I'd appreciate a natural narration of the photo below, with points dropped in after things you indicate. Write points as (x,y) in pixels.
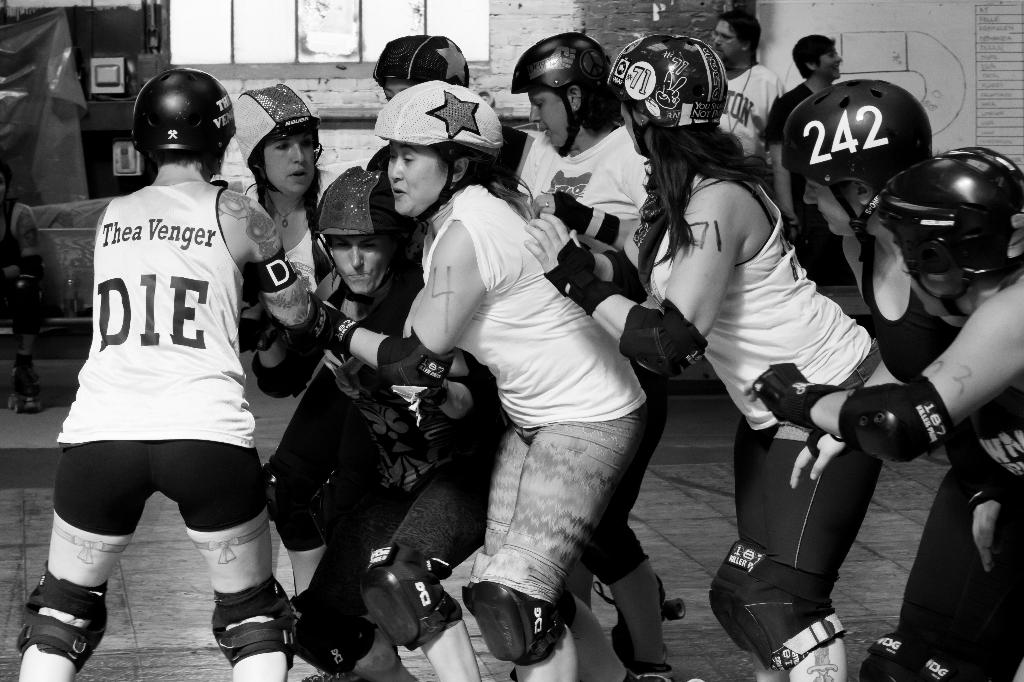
In this image, we can see some people (173,367) standing and they are wearing helmets (977,273), it seems like they are playing a game, in the background (891,11) we can see the wall (569,1) and a window (310,25).
